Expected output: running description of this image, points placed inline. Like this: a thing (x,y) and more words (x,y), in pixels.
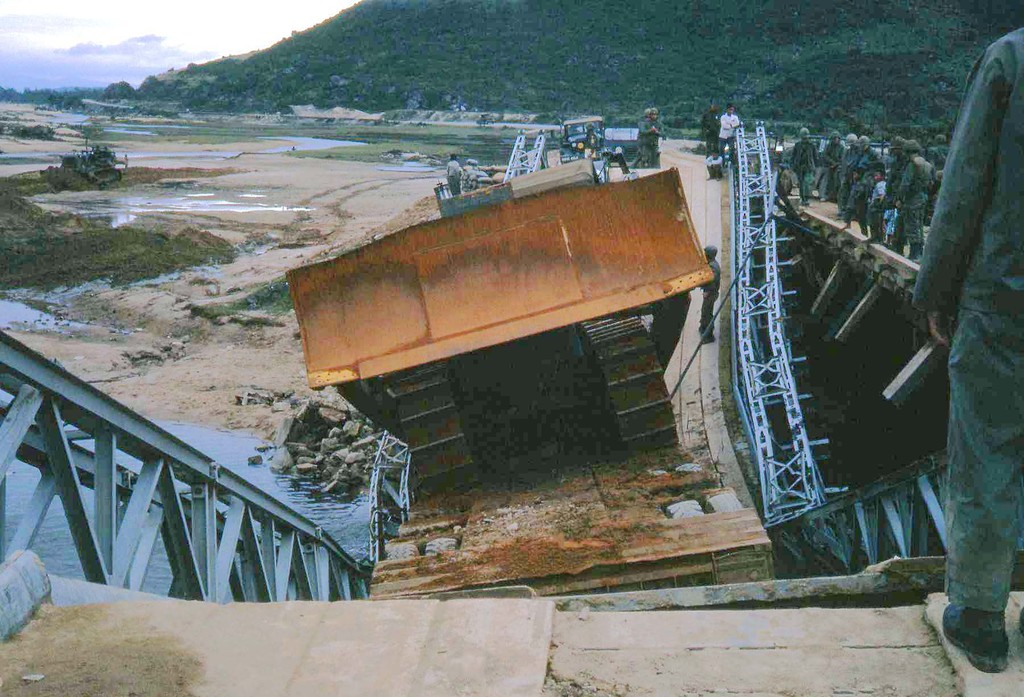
In this image there is a broken bridge (735,200) in the middle (677,443). On the bridge (685,427) there is a bulldozer (592,434). In the background (523,61) there are hills (550,68). At the bottom (149,574) there is water (230,428). On the right side (882,178) there are few people officers (858,166) standing on the bridge (852,238) and watching. On the left side (149,244) there are trees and small plants (135,242).
